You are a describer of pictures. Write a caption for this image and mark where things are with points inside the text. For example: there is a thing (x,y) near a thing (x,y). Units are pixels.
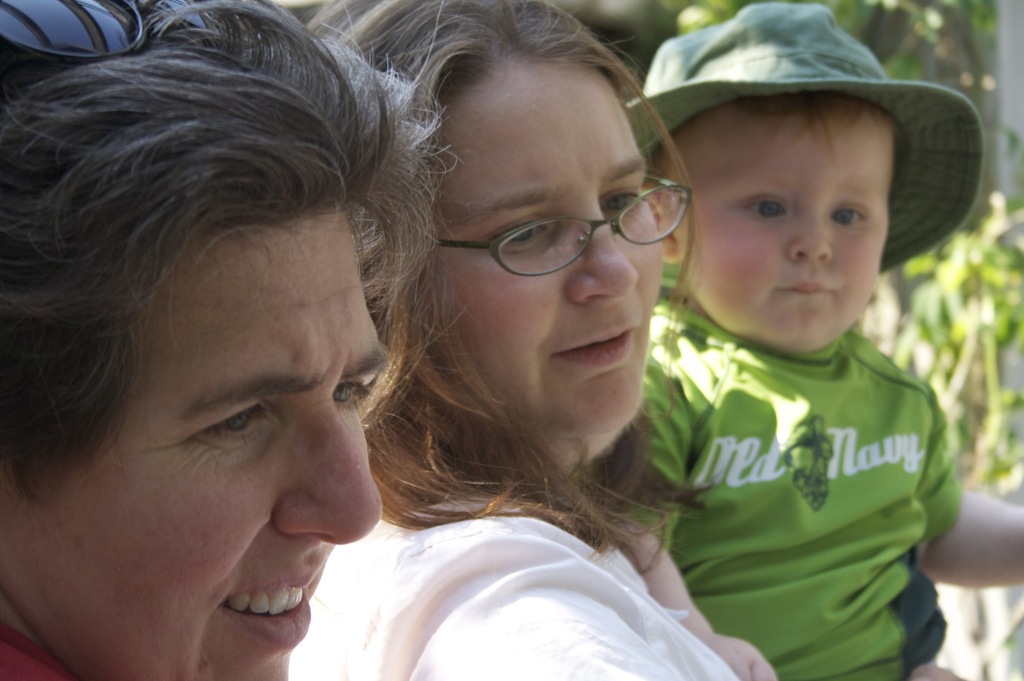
In this picture I can see two persons (302,215) with spectacles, there is a boy (747,210) with a hat (836,59), and there is blur background (988,230).
